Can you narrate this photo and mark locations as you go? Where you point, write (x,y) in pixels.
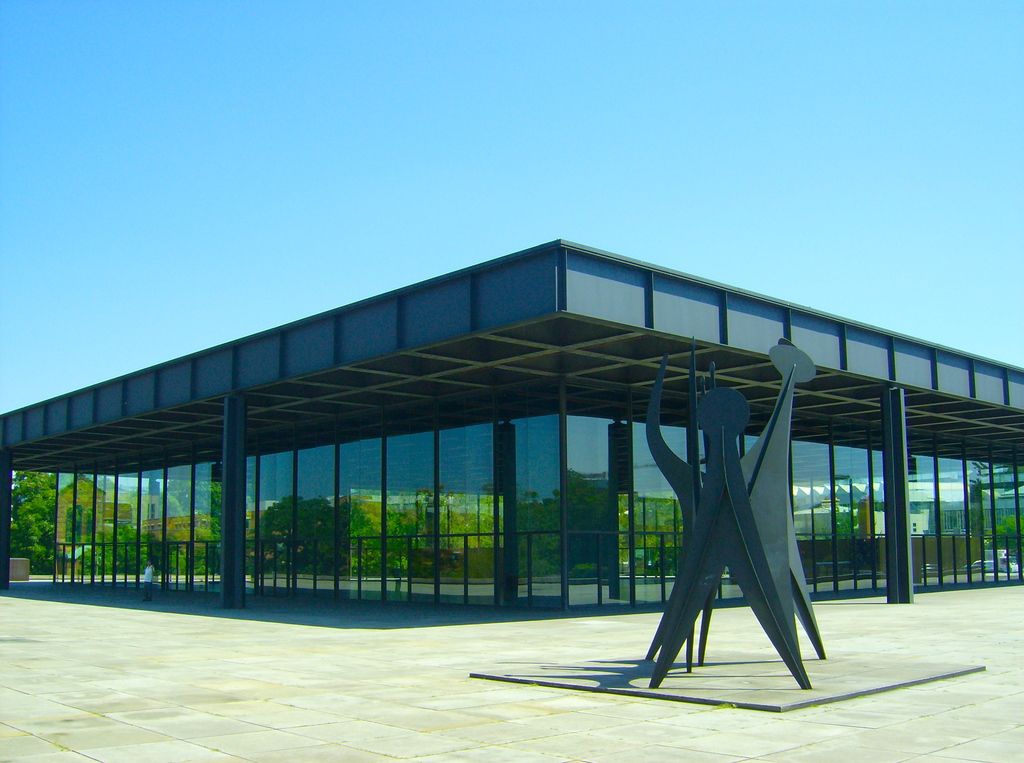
In this picture we can see an architecture (766,549) and there is a building (335,447) with glass windows (401,442) and pillars (225,486). On the left side of the image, there is a tree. On the glass windows (283,523) we can see the reflections (470,522) of trees (548,508) and buildings (82,509). At the top of the image (507,85), there is the sky (585,156).
